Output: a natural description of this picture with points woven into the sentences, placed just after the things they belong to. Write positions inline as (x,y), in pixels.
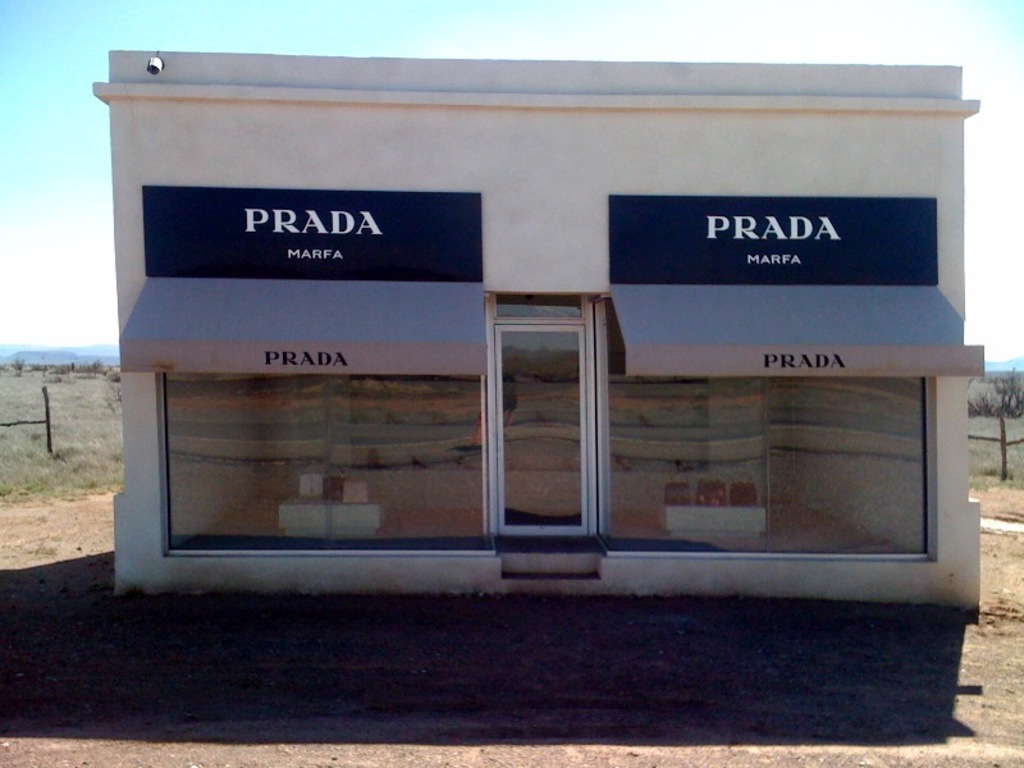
In this picture we can observe a building (444,479) with glass doors (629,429). There are two blue color boards (641,249) on which we can observe white color words (293,227), fixed to the wall (391,164) of this building (569,178). The building (580,169) is in white color. In the background (84,372) there are some plants (57,402) and we can observe sky (340,16).
